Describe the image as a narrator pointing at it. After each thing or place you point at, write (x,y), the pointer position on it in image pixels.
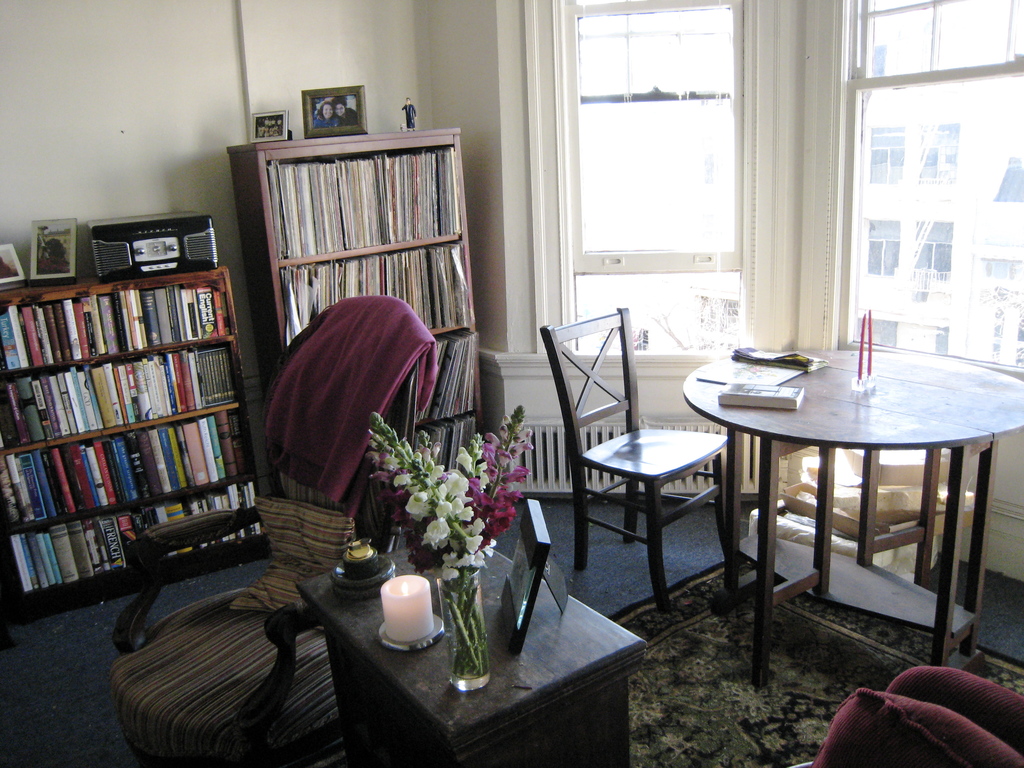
The image is taken in the room (505,557). In the center of the image (650,481) there are tables (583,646) and chairs (366,485). We can see a cloth (329,415) placed on the chair (323,394). At the bottom (610,679) there is a stand (532,758) and we can see a flower vase (483,630), candle (394,583) and a photo frame (514,624) placed on the stand (483,700). In the background (147,408) there are shelves (321,257) and we can see books (160,334) placed in the shelves (453,371). There is a window (934,251). At the bottom (861,655) we can see a mat (726,736).
